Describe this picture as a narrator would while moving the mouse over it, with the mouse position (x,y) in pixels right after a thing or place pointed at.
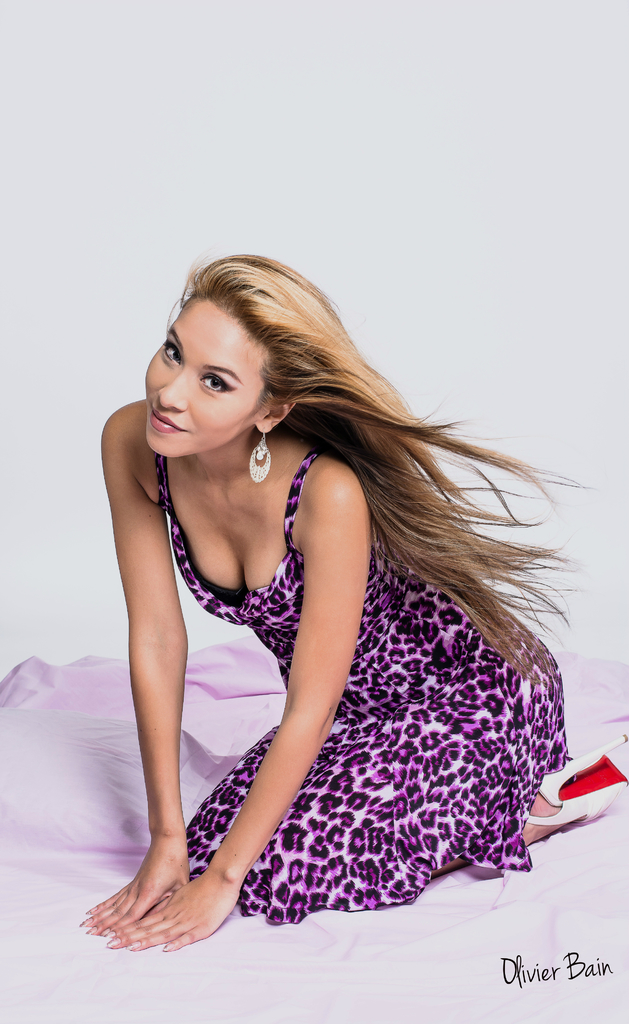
In this image there is a lady (435,795) lying on her knees (267,873), in the background (82,670) there is a cloth (500,978) in the bottom right (513,974) there is some text (541,978).
